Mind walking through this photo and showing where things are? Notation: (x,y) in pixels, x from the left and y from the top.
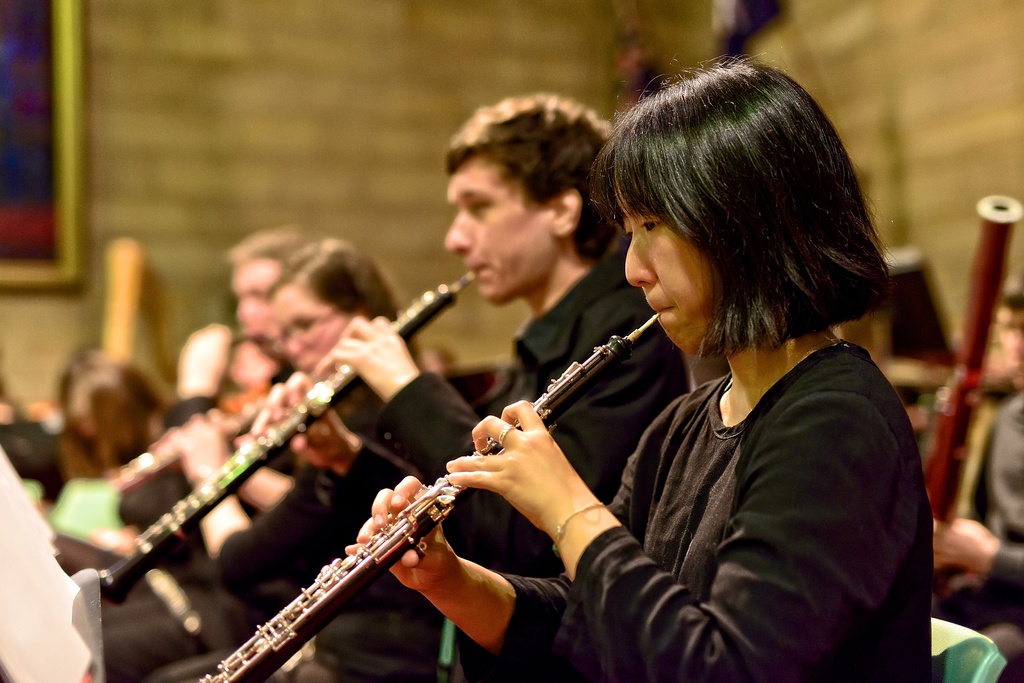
In this image there are people (198,406) holding musical instruments (536,403). Left side (19,100) there is a frame (62,133) attached to the wall (344,153). Left bottom there is a book (37,565).
